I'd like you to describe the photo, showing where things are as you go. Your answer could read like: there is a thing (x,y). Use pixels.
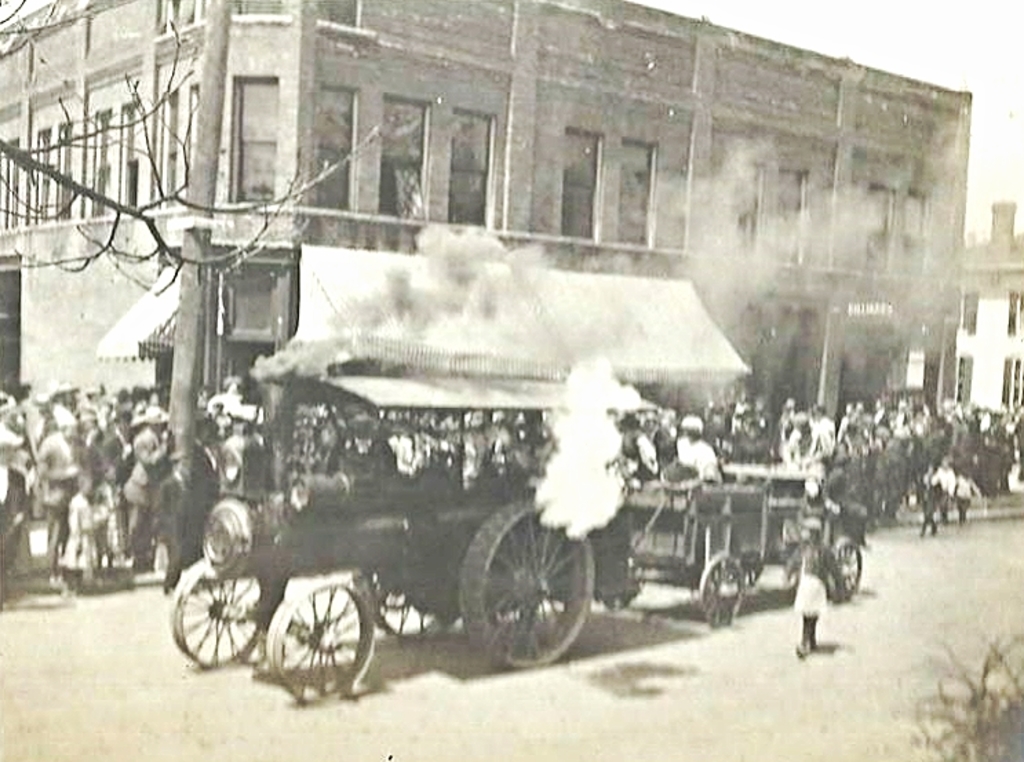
In this image we can see buildings (989,397), windows (419,126), a tree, there are a few people (847,438) standing on the pavement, there are vehicles (466,567) on the road (921,562), also we can see a pole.
